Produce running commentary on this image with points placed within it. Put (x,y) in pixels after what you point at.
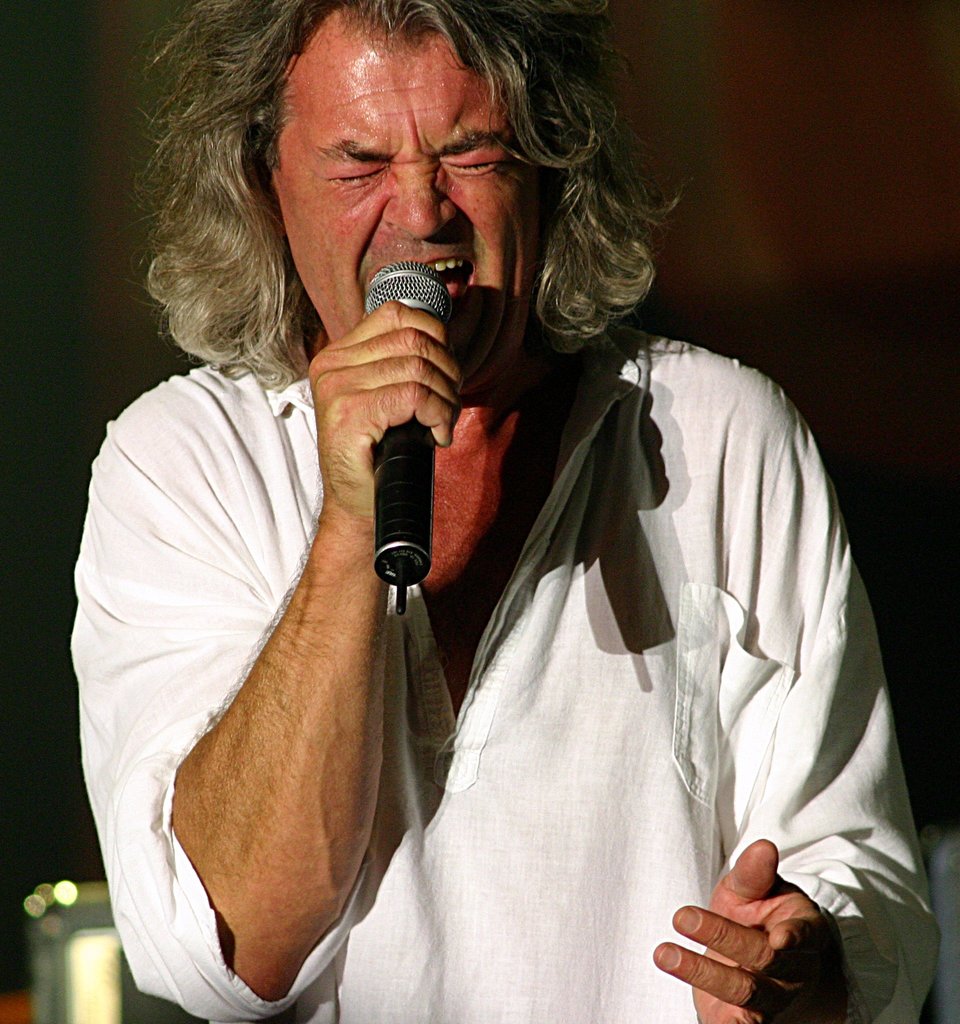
In the foreground of the picture (513,588) there is a person (356,540) holding a mic (415,288) and singing. The background (78,53) is dark.
